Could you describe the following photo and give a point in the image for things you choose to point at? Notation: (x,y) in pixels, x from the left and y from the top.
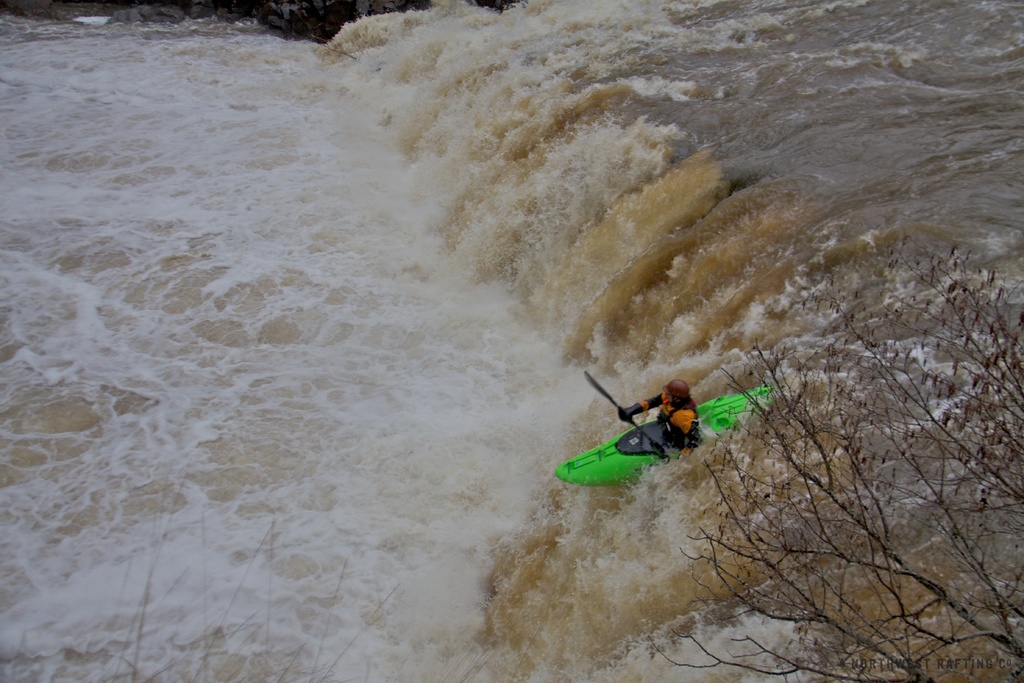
In this image we can see there is a person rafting in the river (652,355) and on the bottom right hand corner (884,521) there is a branch (843,530) of a tree (837,540).
